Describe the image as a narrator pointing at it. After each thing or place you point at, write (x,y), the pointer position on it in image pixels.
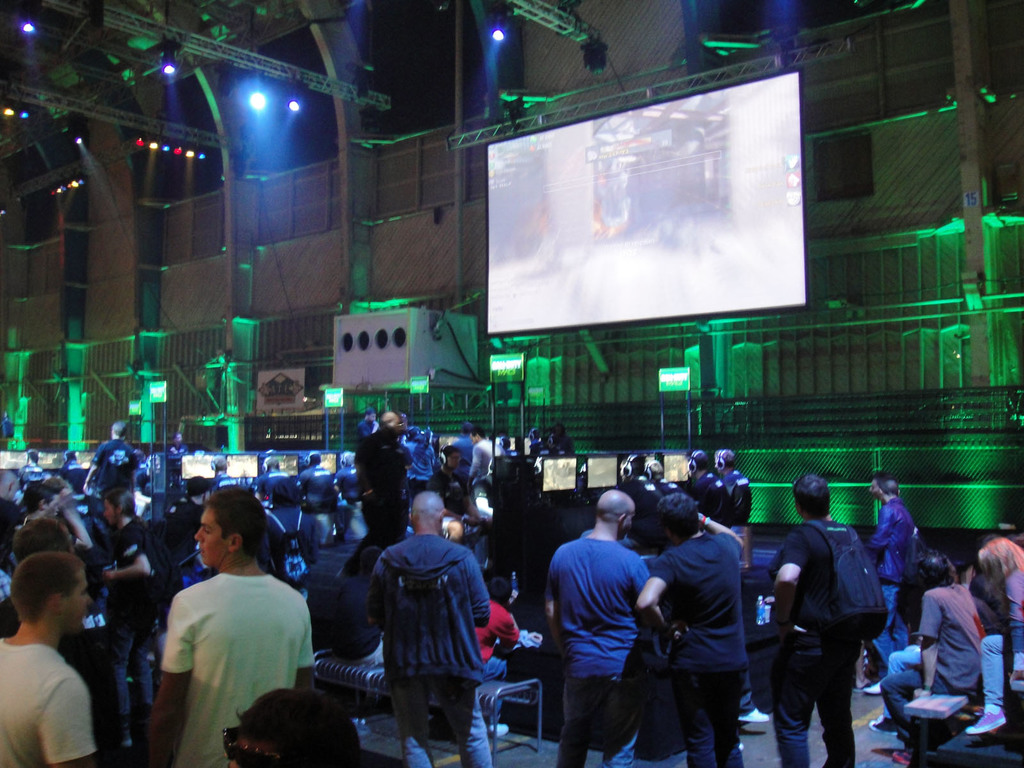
In this image there are so many people (818,655) standing and few are sitting on the benches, in front of them there is a big screen (702,245), beside that there is an object (426,353), screens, railing (952,400), some metal structures (893,299) and focus lights (263,99).
